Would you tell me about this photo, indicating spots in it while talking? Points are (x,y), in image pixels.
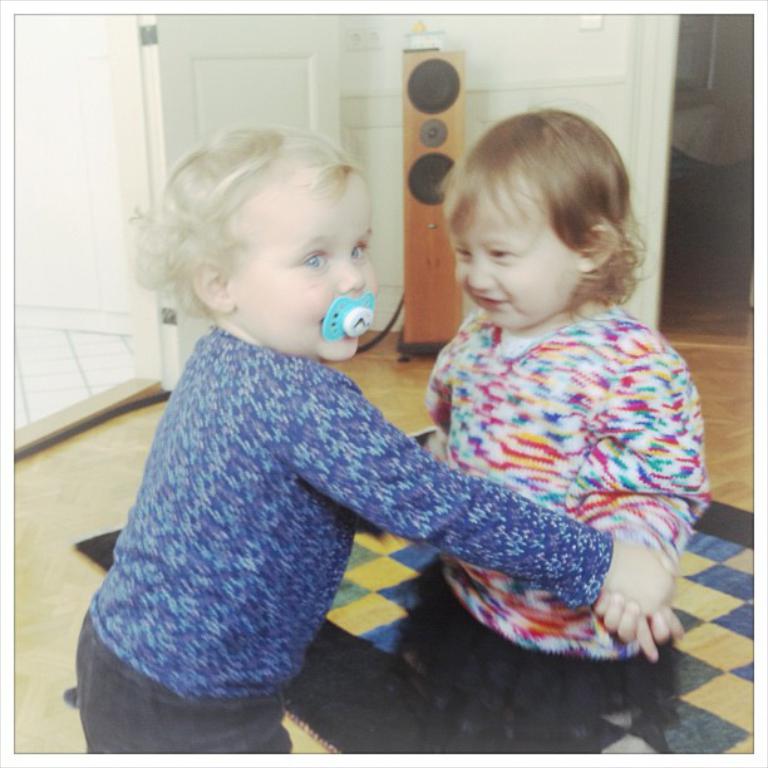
In this picture there are two girls (317,509) standing on the floor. One of them is smiling. On the bottom right corner (735,695) I can see the carpet (740,702). In the back (432,127) I can see the speaker (432,127) near to the door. At the top (359,38) there are sockets (372,44). On the left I can see the door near to the wall (573,87).
